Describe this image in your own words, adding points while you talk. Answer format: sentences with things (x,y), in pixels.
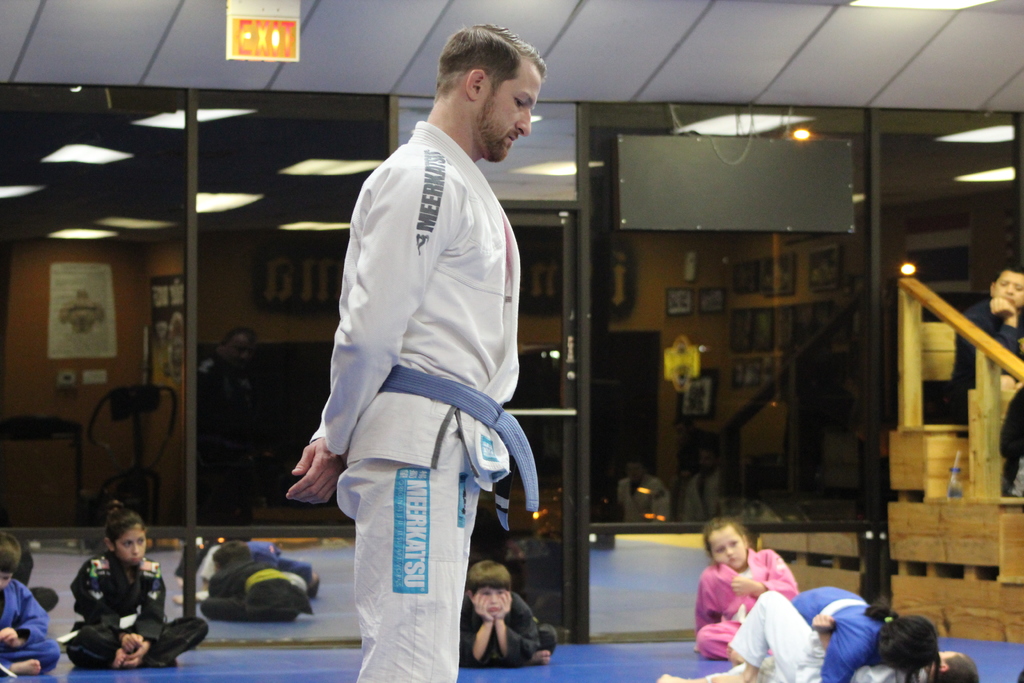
In this image there is a person (421,398) standing, few people (717,611) are sitting on the floor (178,670), in the background (526,588) there is glass wall (777,486), at the top (748,23) there is a ceiling (459,25).
